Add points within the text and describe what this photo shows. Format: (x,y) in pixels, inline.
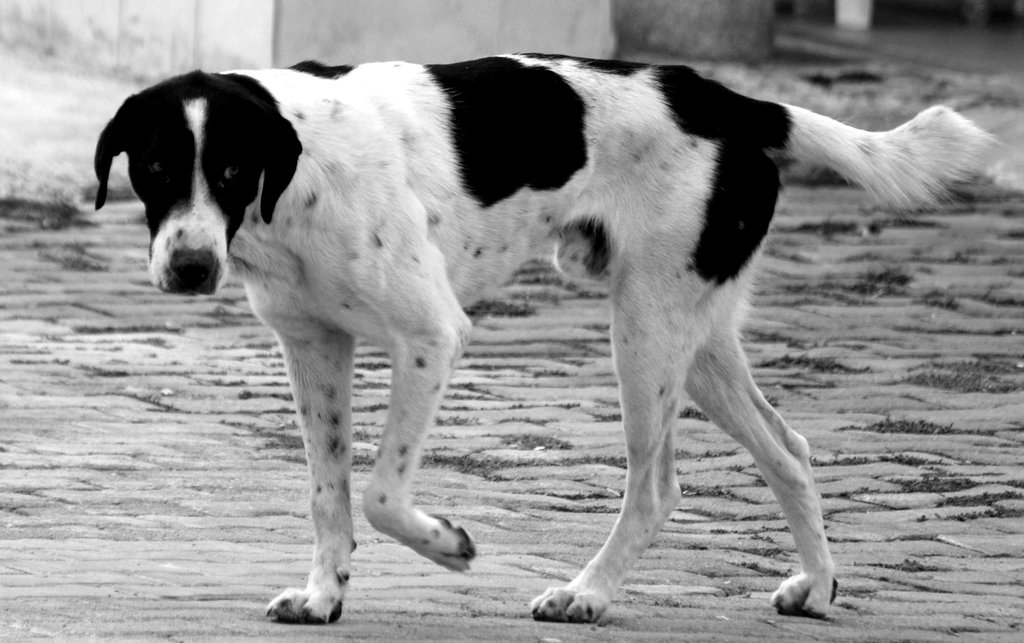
In this picture we can see a dog (606,151) on the ground (576,334) and in the background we can see a wall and some objects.
